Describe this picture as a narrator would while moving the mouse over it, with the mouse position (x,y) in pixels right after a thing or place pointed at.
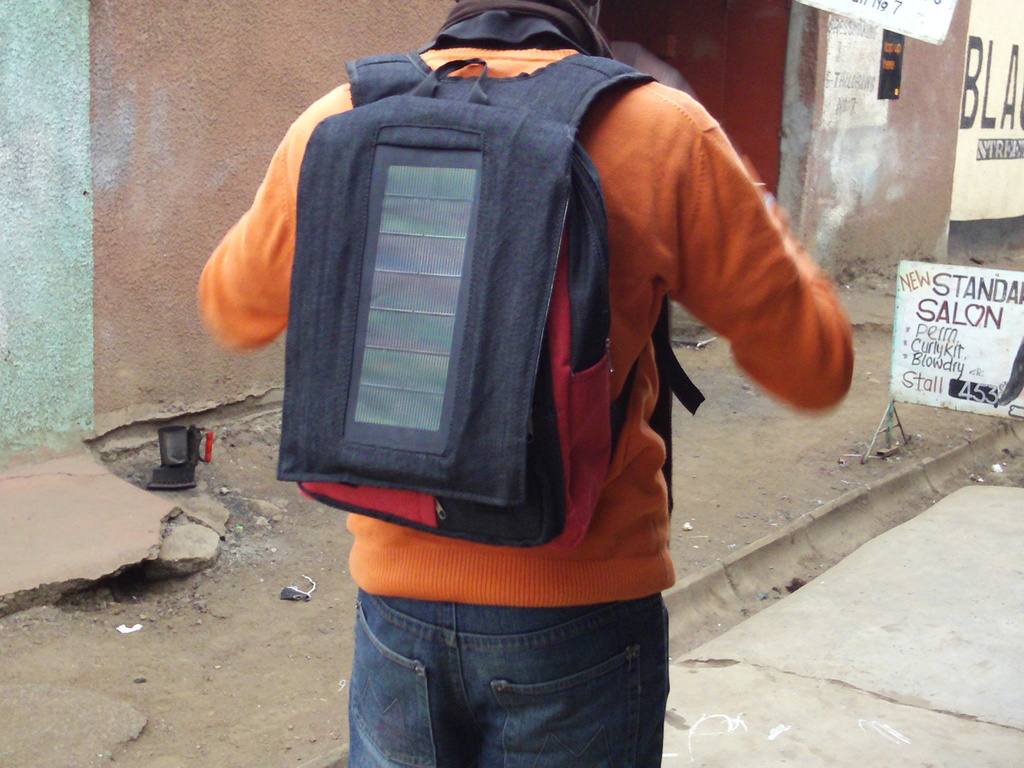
In this image I can see a person (641,580) standing on the road (865,620) and wearing a bag (439,260). In front of him there is a sign board (939,378) and the wall (857,50).
